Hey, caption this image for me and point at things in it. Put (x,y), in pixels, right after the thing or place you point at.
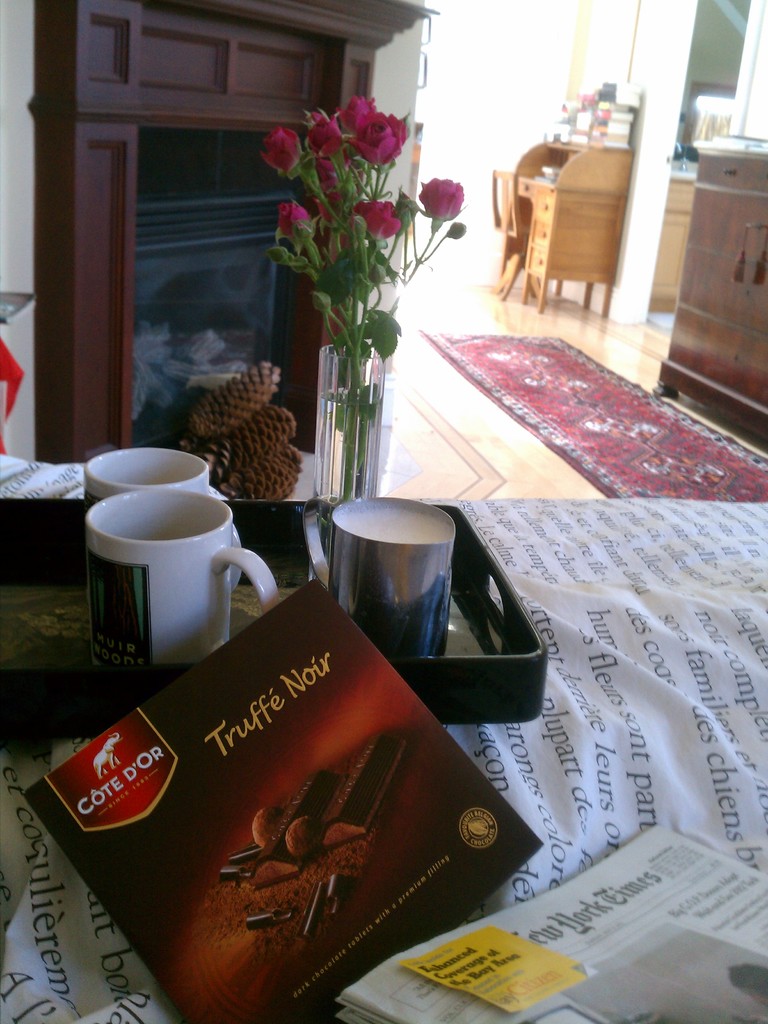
In the center of the image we can see one table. On the table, we can see one cloth (716,721), one plate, newspapers (694,895), a chocolate box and mugs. On the cloth (502,779), we can see some text (722,688). In the background (36,323) there is a wall (12,267), one wooden object (83,245), vase (338,454), flowers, tables (538,193), plants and a few other objects (732,206).
